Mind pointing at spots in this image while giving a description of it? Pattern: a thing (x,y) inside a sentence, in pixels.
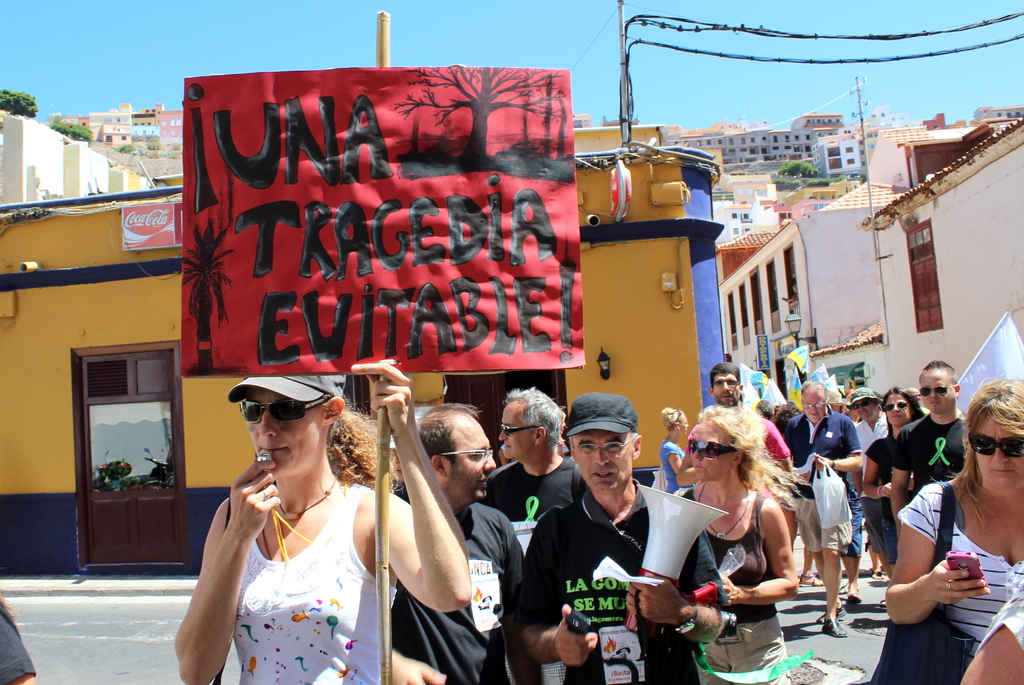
In this image we can see a few people (575,458), among them, some are holding the objects (664,507), there are some buildings (650,261), trees (75,131), windows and boards (373,78) with some text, in the background (403,20), we can see the sky (72,42).
